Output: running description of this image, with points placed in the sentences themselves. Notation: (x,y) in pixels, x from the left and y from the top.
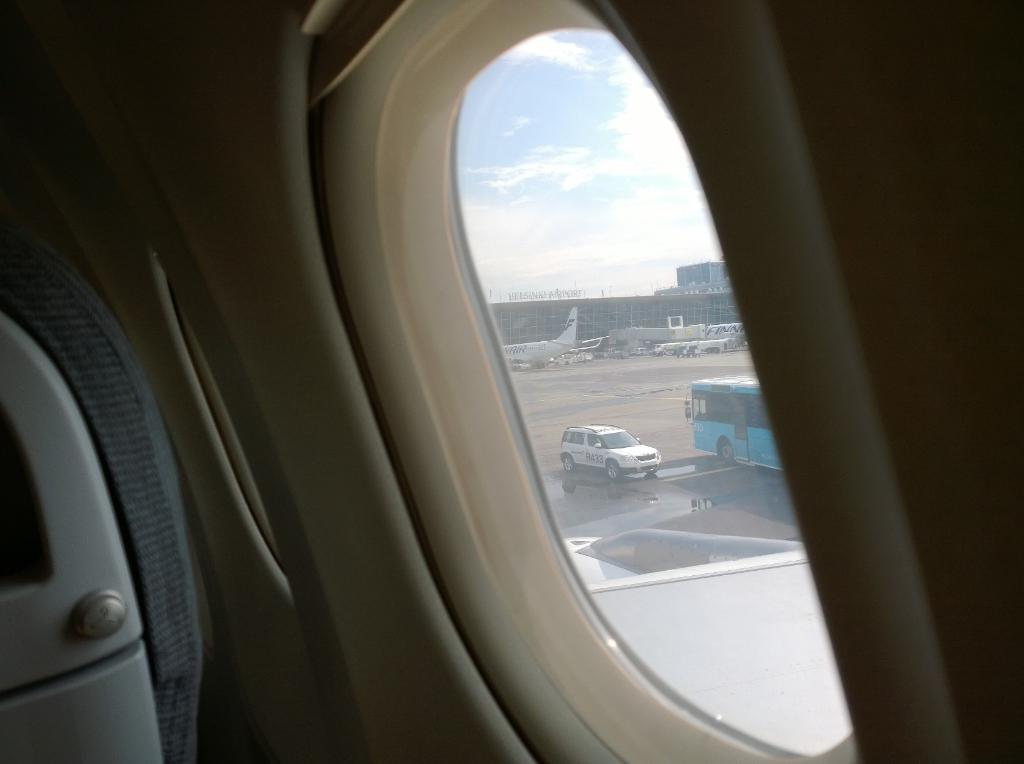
In this picture I can see the inside view of the plane (222,284). On the left (104,385) there is a seat (65,682). Beside that I can see the window (527,376) of the plane (269,436). Through the window (795,539) I can see the bus (709,397), runway (579,410), planes (738,337), building (728,307), poles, vehicles (689,345), sky (606,124) and clouds (605,156).
